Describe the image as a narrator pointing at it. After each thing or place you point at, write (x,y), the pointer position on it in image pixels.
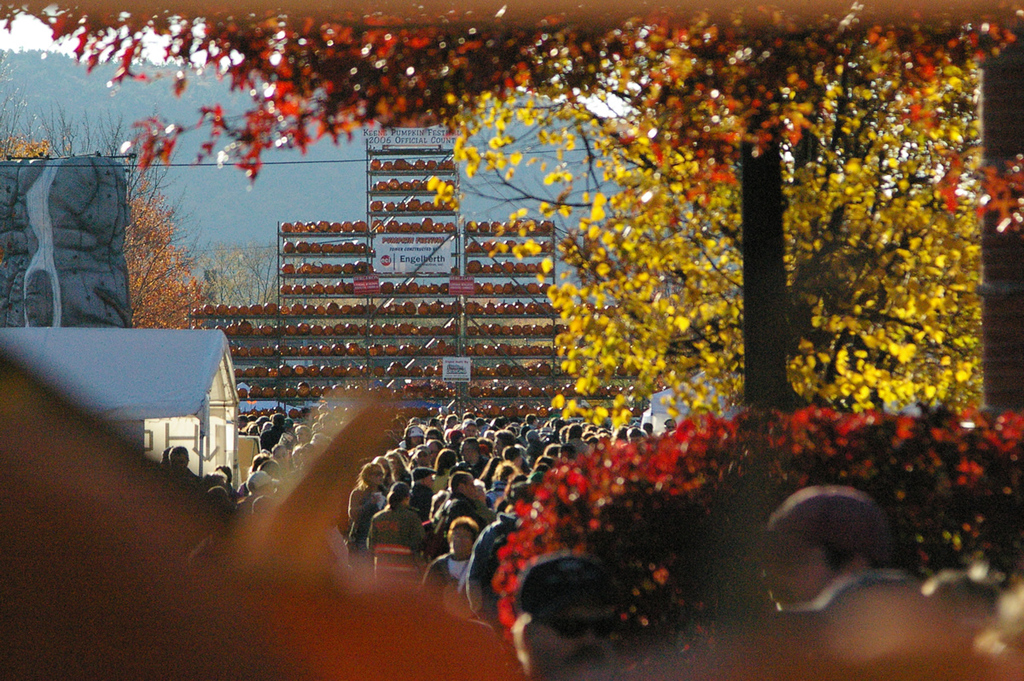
In the foreground (529,607) we can see two persons (788,508). Here we can see the trees (694,31) on the right side (930,137). Here we can see the flower plants (756,447). In the background (369,521), we can see a group of people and a metal stand (416,323).
